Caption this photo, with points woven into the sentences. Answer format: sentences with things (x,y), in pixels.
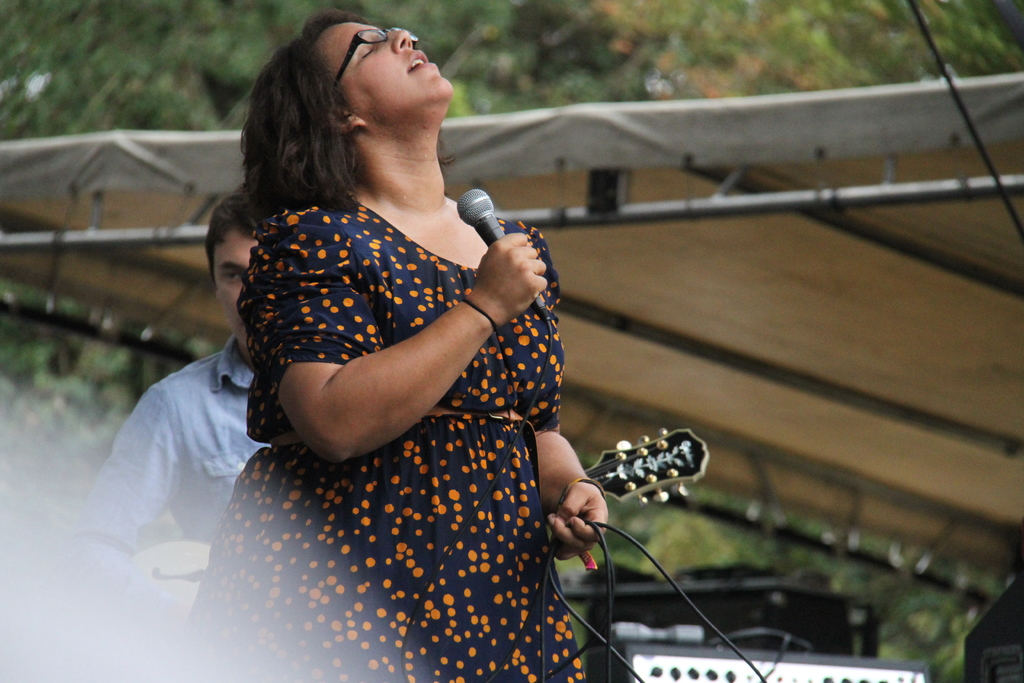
This woman (458,420) is holding a mic (475,200) and wore spectacles (394,26). Backside of this woman (299,507) another person (201,416) is playing a guitar (153,571). This is tent (936,266). Far there are trees (518,3). These are devices (720,651).
